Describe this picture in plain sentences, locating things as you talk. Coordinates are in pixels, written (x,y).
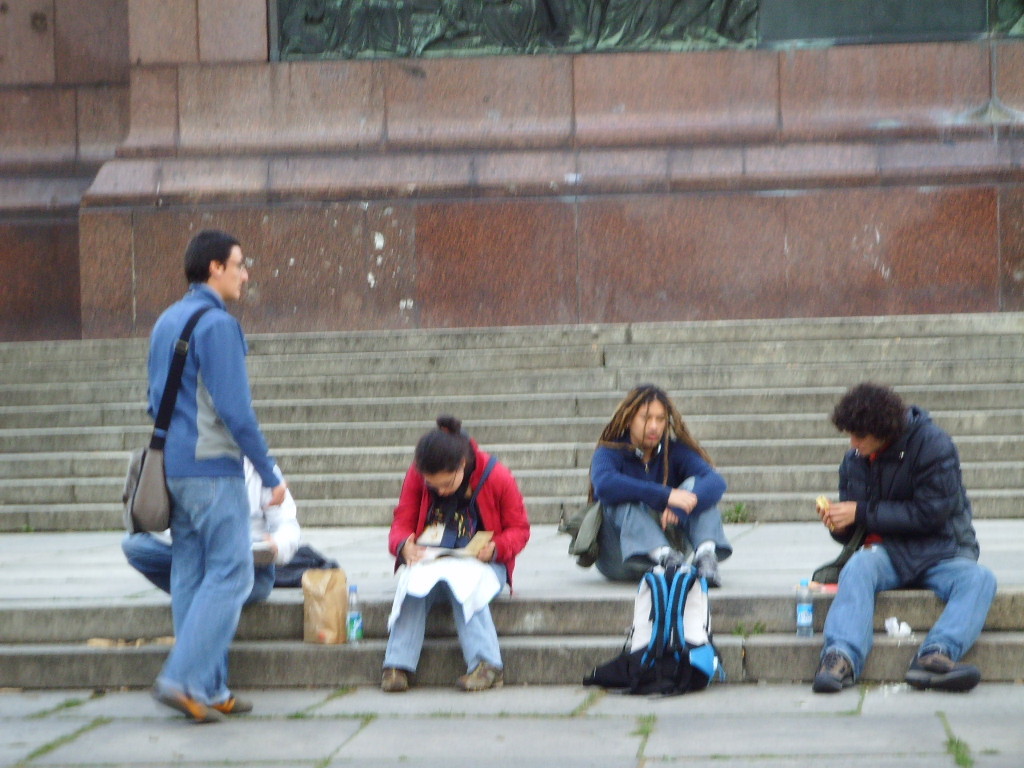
In the image there are few persons (209,601) sitting and standing on the steps (590,598), behind it there is a wall (331,271).
